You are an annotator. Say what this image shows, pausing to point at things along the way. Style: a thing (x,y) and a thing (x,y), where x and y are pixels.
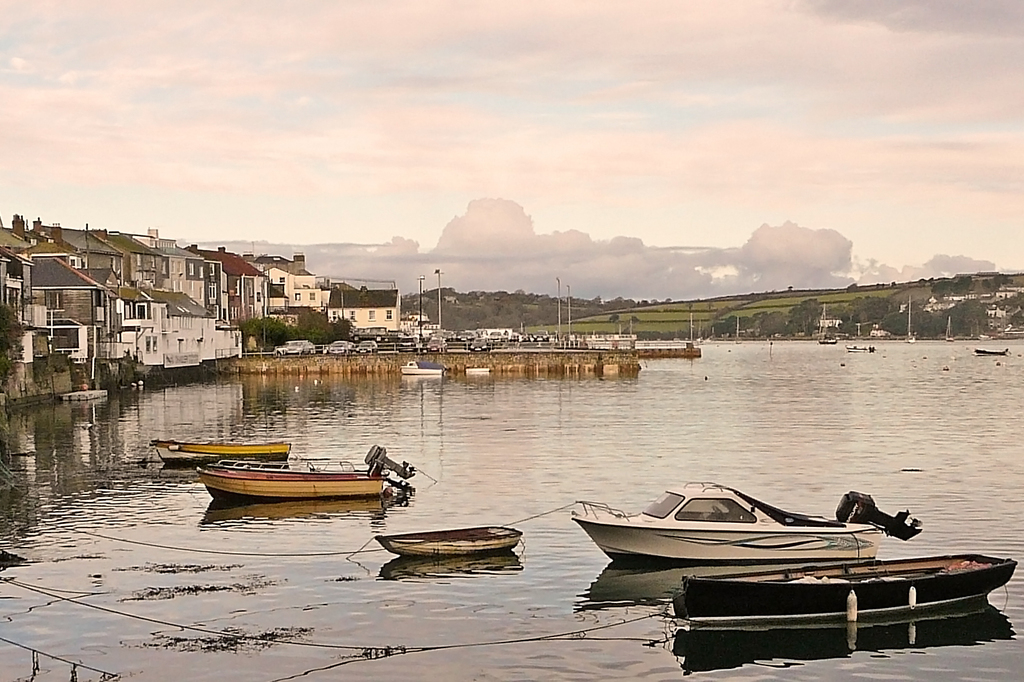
In this picture we can see some boats (390,548) are in the water (433,493), around we can see some building (212,339), vehicles (377,341) and some trees (894,304) and grass (686,332).
